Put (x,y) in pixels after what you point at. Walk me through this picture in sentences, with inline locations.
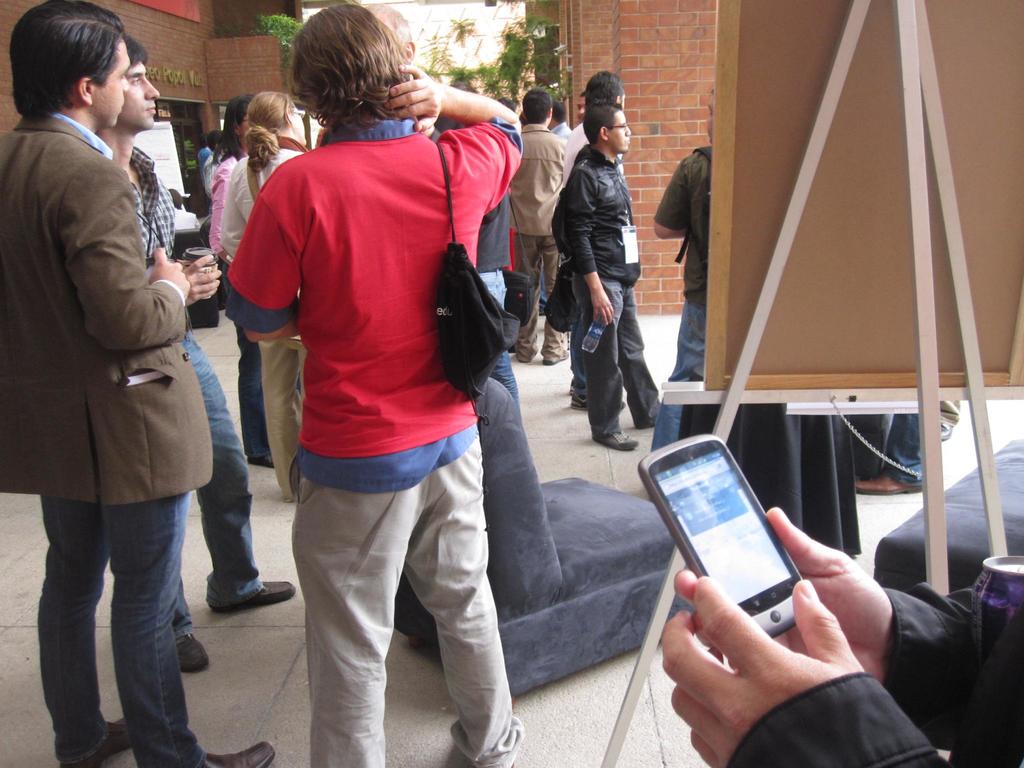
In the image we can see there are lot of people (429,271) who are standing and a person (764,650) is holding mobile phone (742,572) in his hand (818,628) and there is notice board (768,44) which is kept on stand (965,357) and the wall (612,54) is made up of red bricks (217,62).
